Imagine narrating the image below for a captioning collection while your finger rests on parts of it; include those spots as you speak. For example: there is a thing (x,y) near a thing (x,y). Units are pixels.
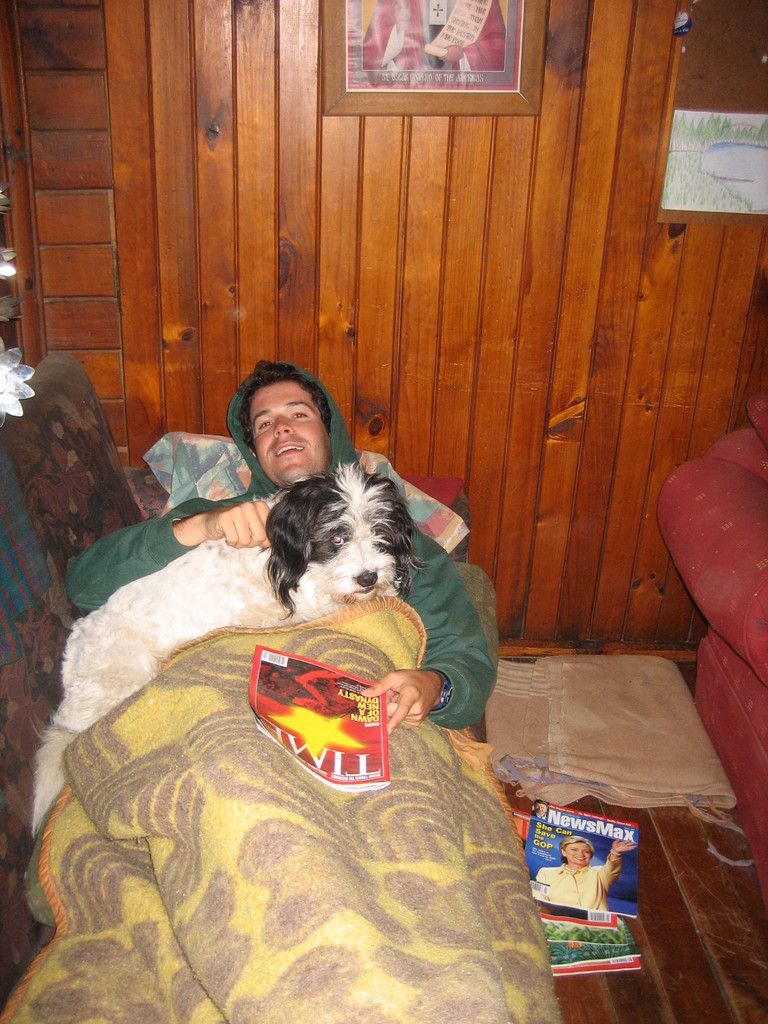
In this image, I can see a person (444,594) lying on sofa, wearing a green color jacket (453,679), holding a Times magazine (360,714) in left hand (372,693). And on the left of the middle, I can see a dog (291,589) sitting on the person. In the background (457,237), I can see a wooden wall (325,240), where a photo frame (372,93) is hanged. In the right of the background (682,121), I can see a wall painting (672,144). In the bottom of the background (695,774), I can see some magazines (581,898) kept on the floor (660,959) and a cloth (587,764).
